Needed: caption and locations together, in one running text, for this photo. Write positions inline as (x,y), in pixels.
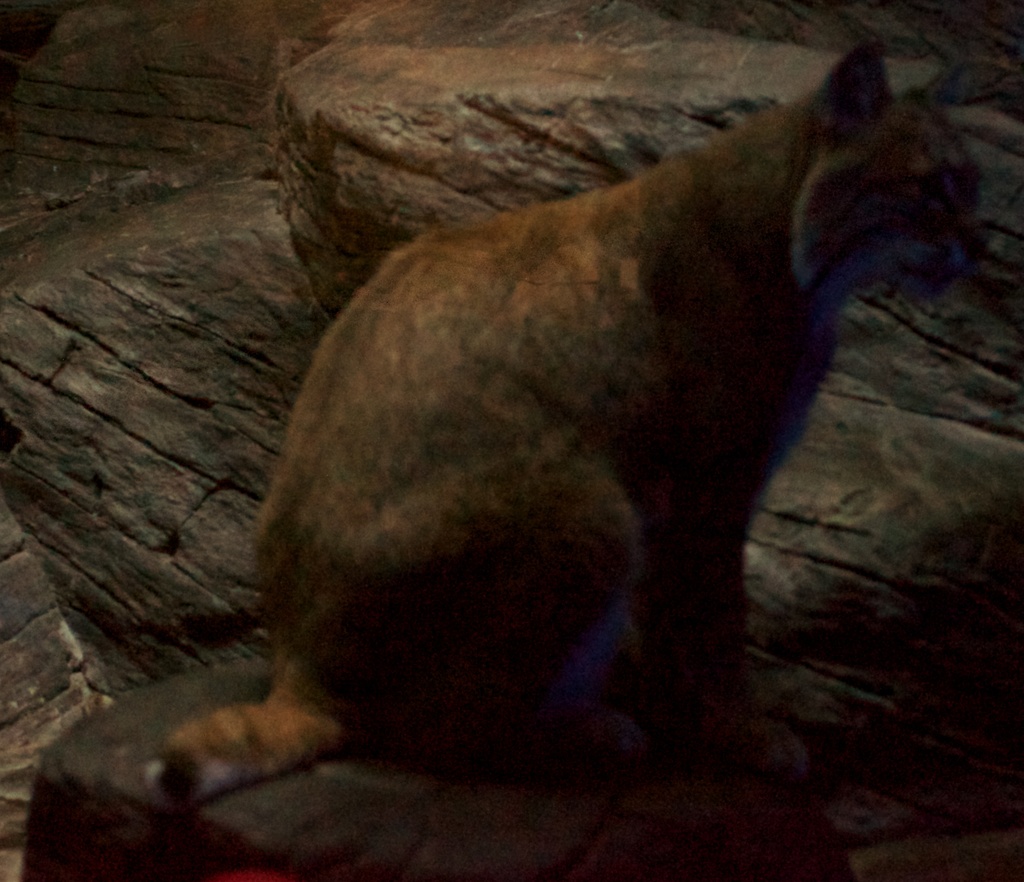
In this picture we can see an animal (327,618). In the background of the image (557,90) we can see rock (202,105).
